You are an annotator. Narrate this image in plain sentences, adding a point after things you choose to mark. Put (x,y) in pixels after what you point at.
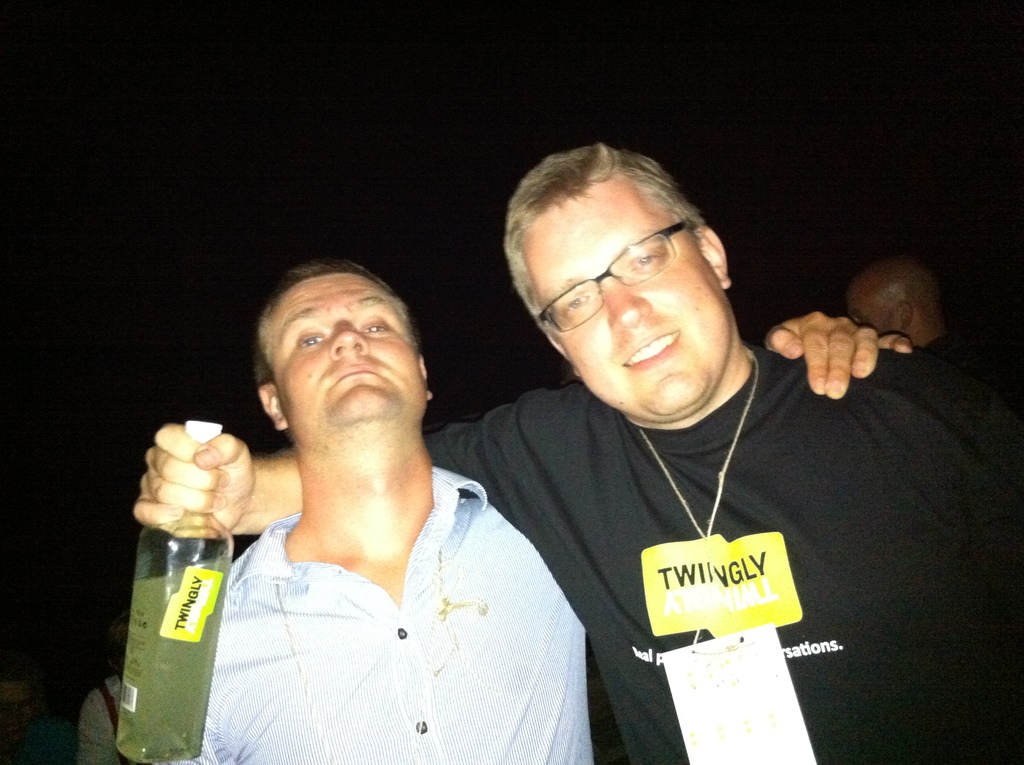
This 2 persons (758,454) are highlighted in this picture. This man (318,450) kept his hand (822,342) on this man shoulder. This man (740,490) is holding a bottle (154,649) and wore spectacles (607,271).
